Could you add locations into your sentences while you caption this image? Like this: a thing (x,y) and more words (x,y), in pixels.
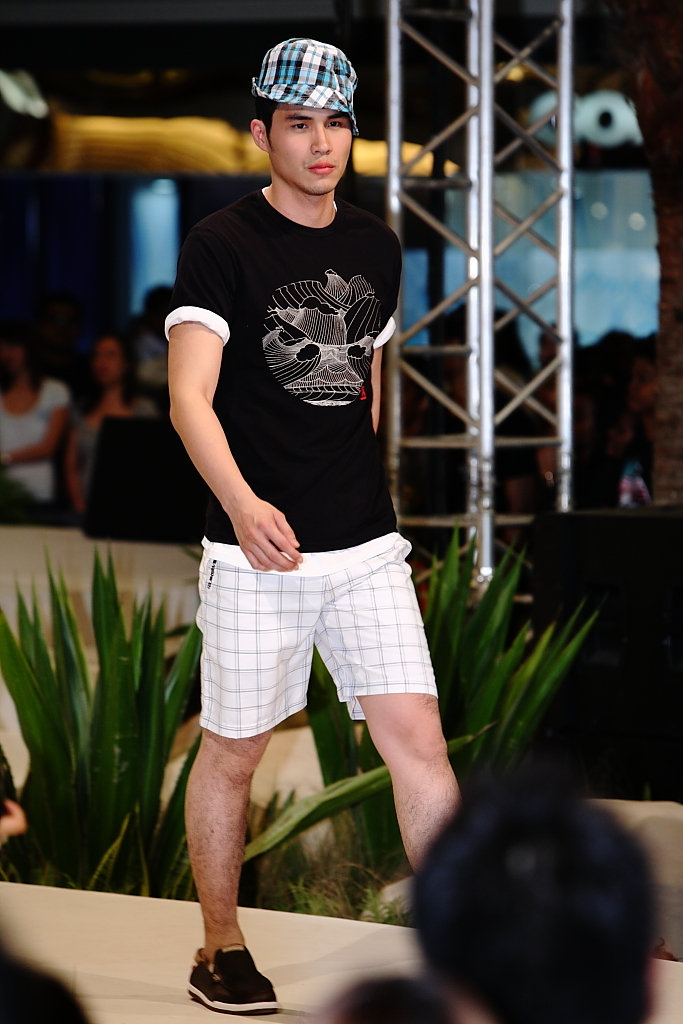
In this image I can see a person (259,326) standing and the person (299,419) is wearing black shirt (261,494), white short (298,655), background (105,649) I can see few leaves (118,612) in green color, a pole (561,390), few persons (575,372) and few windows (513,190).
